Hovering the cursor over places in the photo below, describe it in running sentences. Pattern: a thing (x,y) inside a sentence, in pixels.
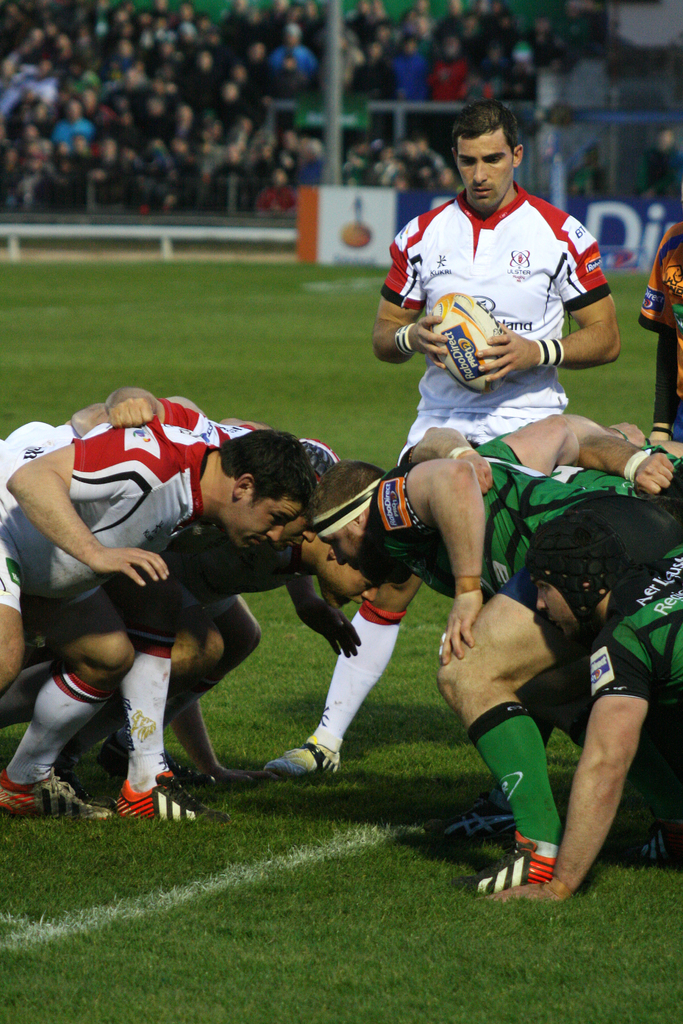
In this image I can see people (120,481) present in a ground (682,882). The person (506,361) standing in the center (430,378) is holding a ball (481,371). There are people (385,149) and banner (371,211) at the back (23,135).
